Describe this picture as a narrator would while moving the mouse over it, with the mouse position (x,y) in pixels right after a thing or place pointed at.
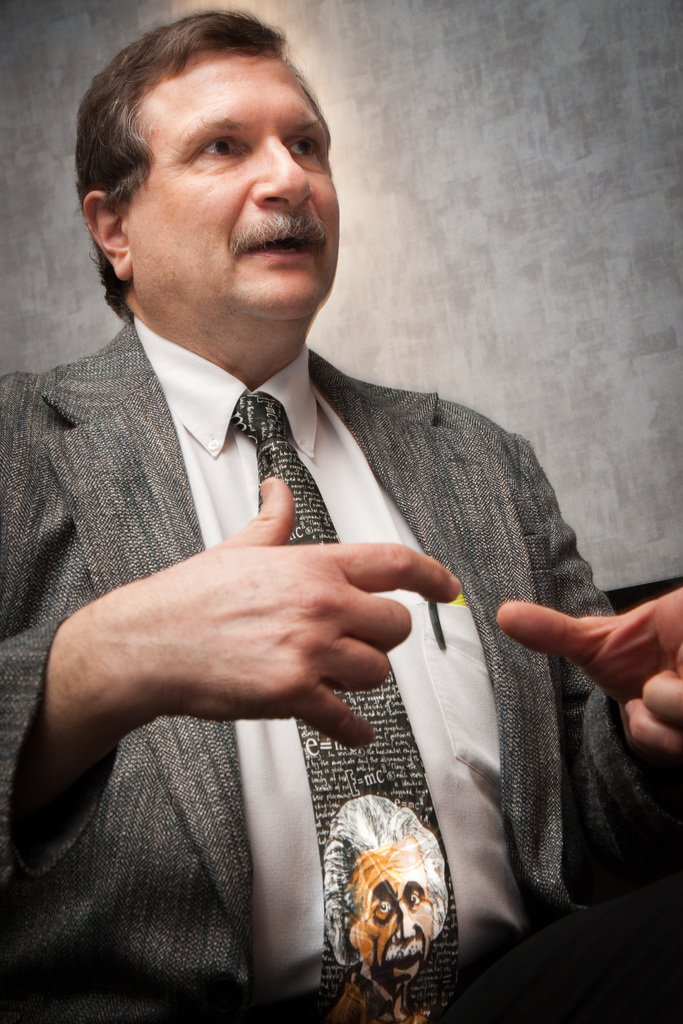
In the picture I can see a man (515,927) and looks like he is speaking. He is wearing a suit (157,825) and a tie (429,867).
